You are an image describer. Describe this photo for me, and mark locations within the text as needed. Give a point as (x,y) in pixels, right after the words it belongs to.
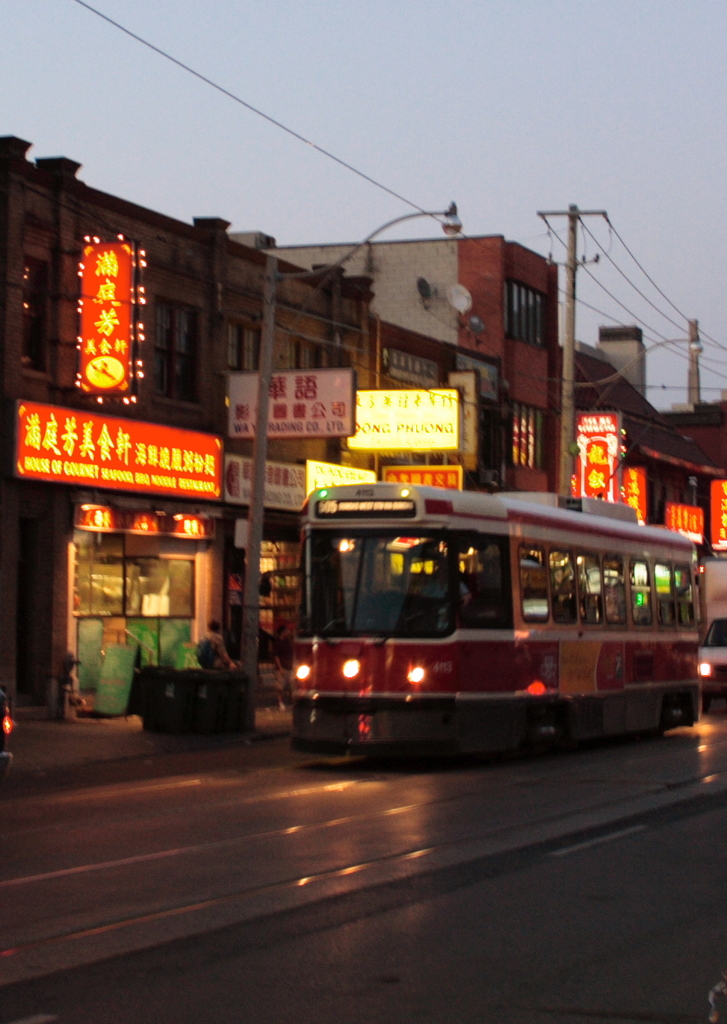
In this image we can see vehicles (435,562) on the road (366,868). There are buildings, poles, boards (724,507), wires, lights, objects (190,691), and a person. In the background (435,161) there is sky (495,161).
